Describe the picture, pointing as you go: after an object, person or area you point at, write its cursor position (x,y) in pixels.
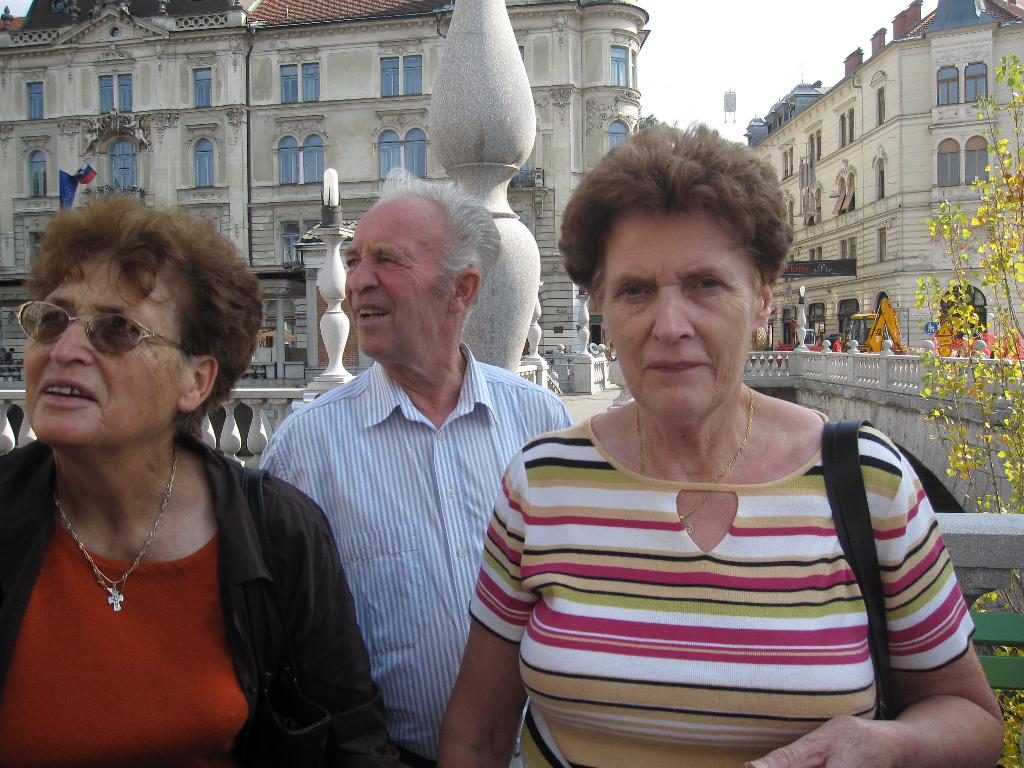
In this image I can see three persons (572,606) standing. In the background (964,223) I can see few plants (1018,433) in green color and I can also see few buildings (541,226) and the sky (717,71) is in white color.
